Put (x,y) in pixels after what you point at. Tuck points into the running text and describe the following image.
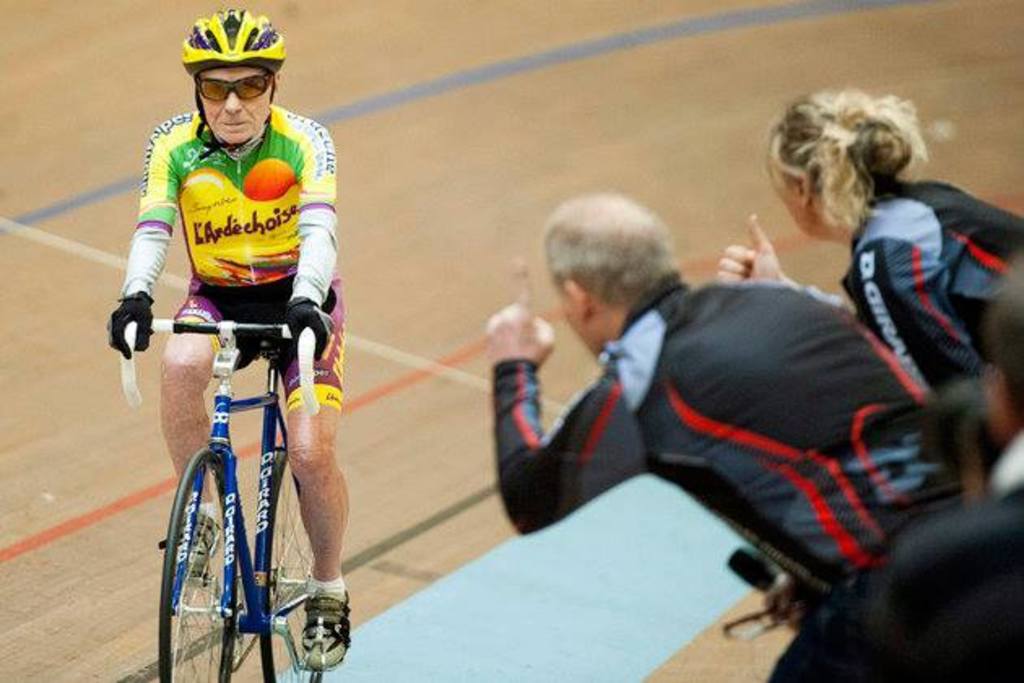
In this picture we can see three people (916,423) and in front of them we can see a man (248,261) wore a helmet (262,48), goggles (229,92), gloves (292,317), shoes (336,627) and riding a bicycle (268,453) on the ground (518,45).
